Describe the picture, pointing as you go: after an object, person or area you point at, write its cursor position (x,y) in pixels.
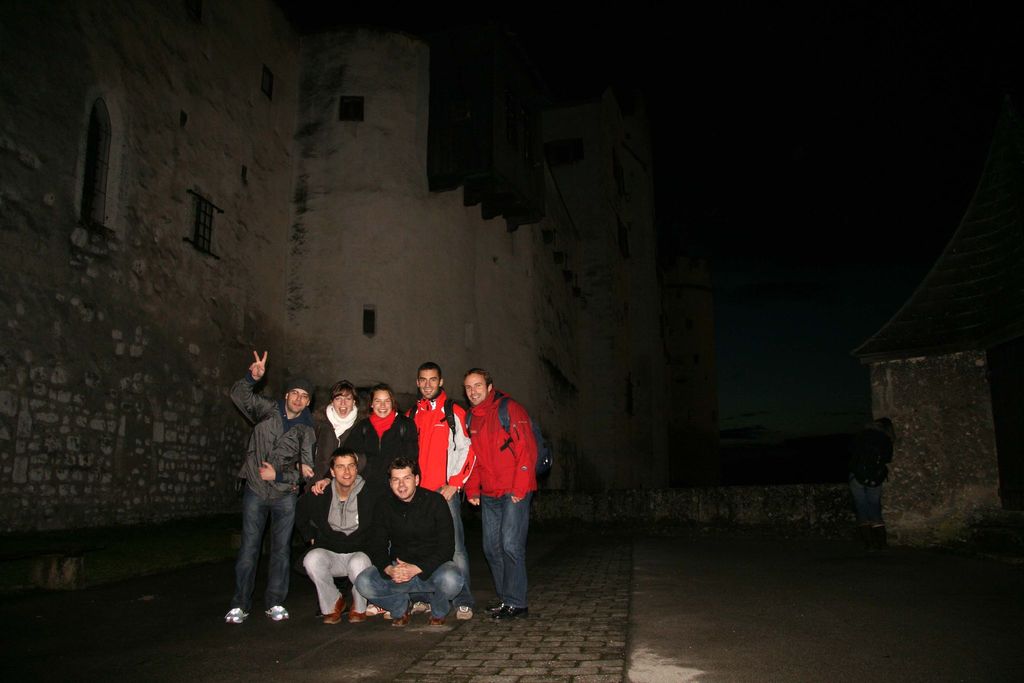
The picture is taken during night time. In the center of the picture (355,422) there are people (293,481). In the background (425,252) it is a castle (434,324).
